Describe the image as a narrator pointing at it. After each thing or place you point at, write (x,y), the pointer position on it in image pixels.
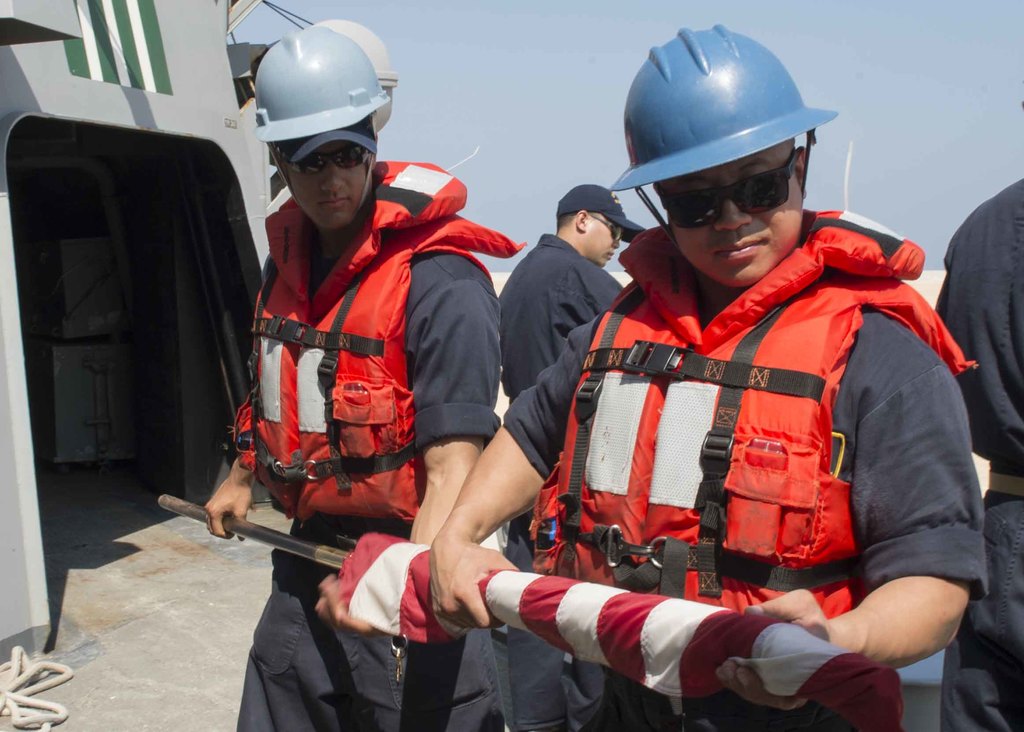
In this image, we can see people (676,380) wearing coats (773,277) and helmets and holding a flag (678,614). In the background (989,226), there are some other people (989,226) and we can see a shed (154,291). At the bottom (117,643), there is floor (89,674) and a rope (31,705). At the top (530,39), there is sky (506,42).
